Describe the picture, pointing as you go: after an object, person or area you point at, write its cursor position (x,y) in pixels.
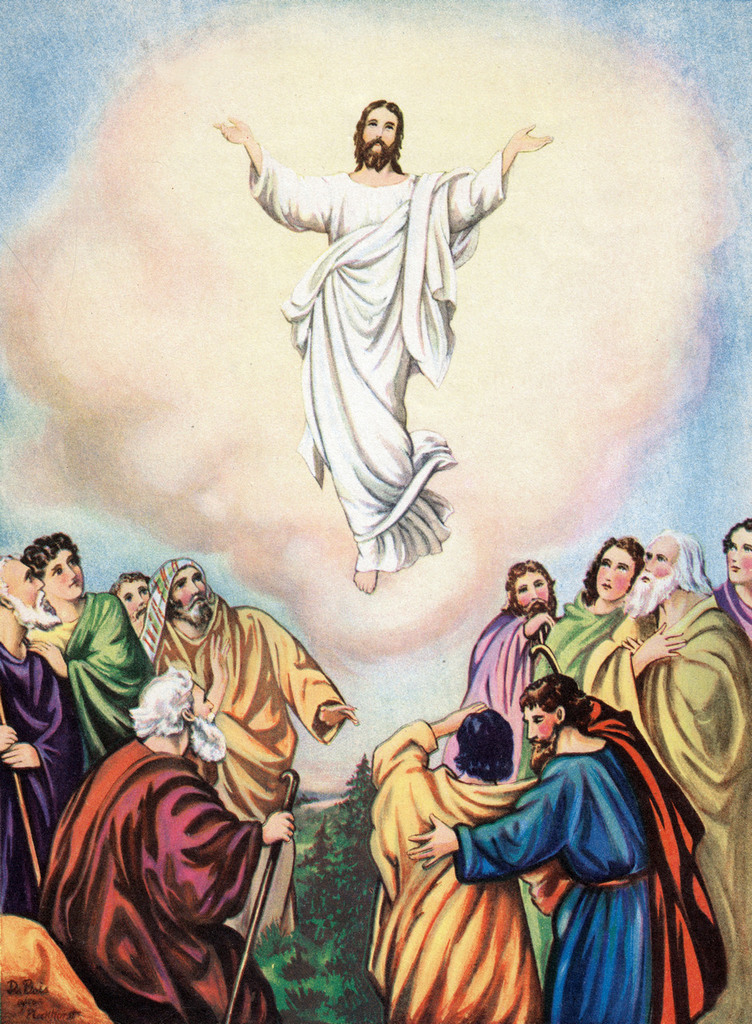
In this image we can see a painting (552,652). In the painting (421,812) there are persons (476,889) standing on the ground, trees (324,958) and a person (361,577) flying in the air (306,518).
